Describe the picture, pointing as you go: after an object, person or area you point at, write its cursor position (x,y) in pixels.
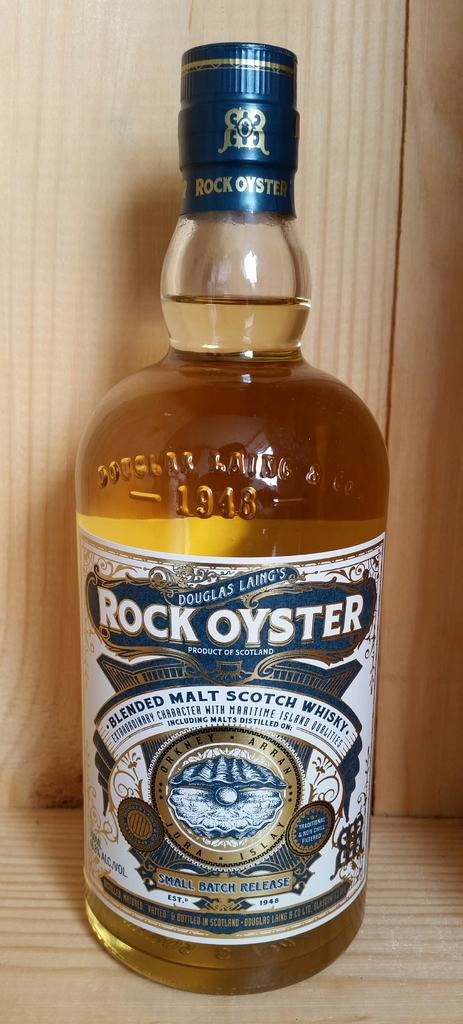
As we can see in the image there is a bottle (216,667) on table (425,928).
